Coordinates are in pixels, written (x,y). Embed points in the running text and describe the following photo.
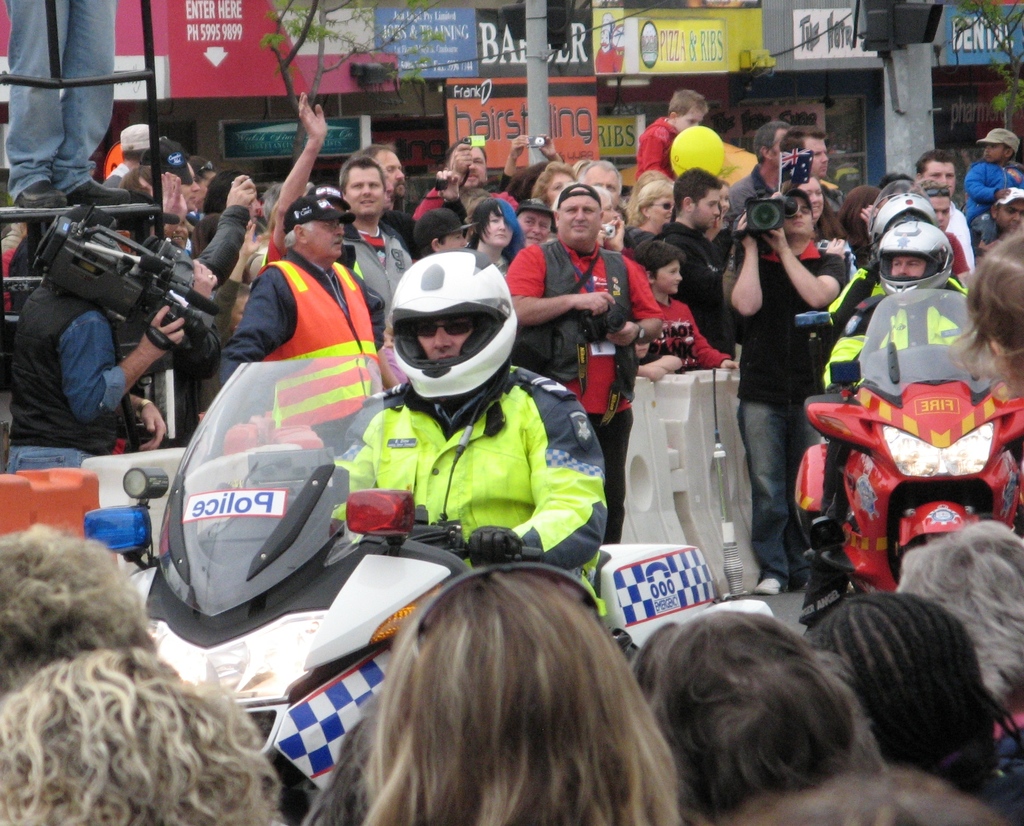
In this image there are group of persons (488,282), in the center (474,513) there is one person (488,554) who is sitting on a bike (299,516) and he is wearing helmet (418,305). And also there are some persons (782,246) who are holding some cameras (778,202), some of them are holding mobiles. In the background (419,67) there are some stores (835,67), trees (1004,72), poles (920,67) and some boards (447,67). On the boards (429,72) there is text (492,45).
